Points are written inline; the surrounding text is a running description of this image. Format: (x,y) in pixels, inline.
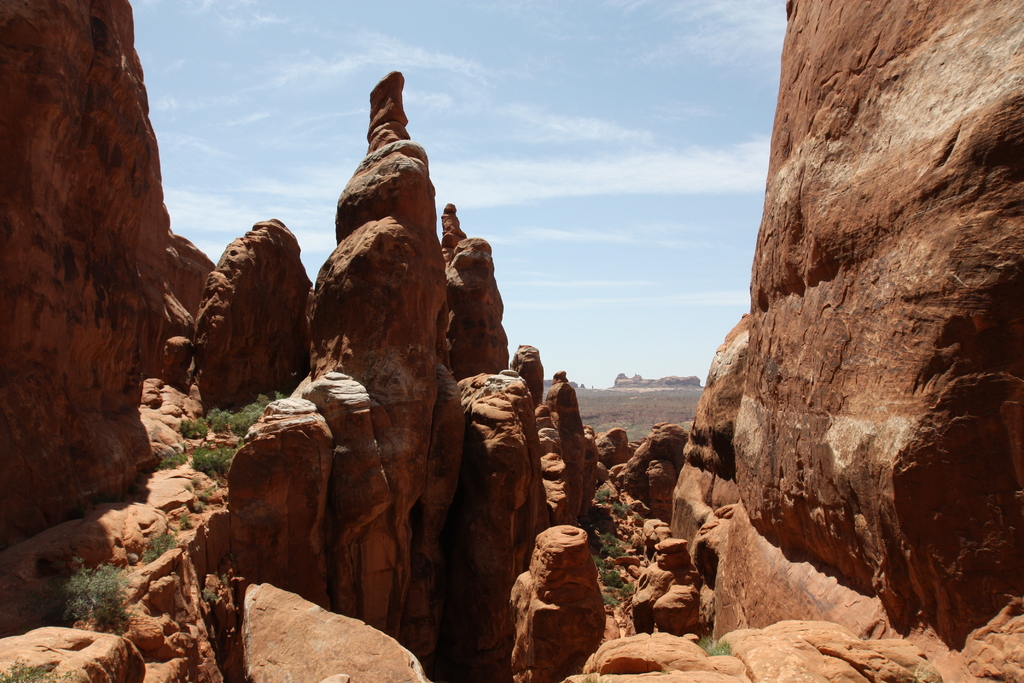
In this image we can see many rocks (336,427), there is grass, there is sky (531,224) at the top (458,155).
